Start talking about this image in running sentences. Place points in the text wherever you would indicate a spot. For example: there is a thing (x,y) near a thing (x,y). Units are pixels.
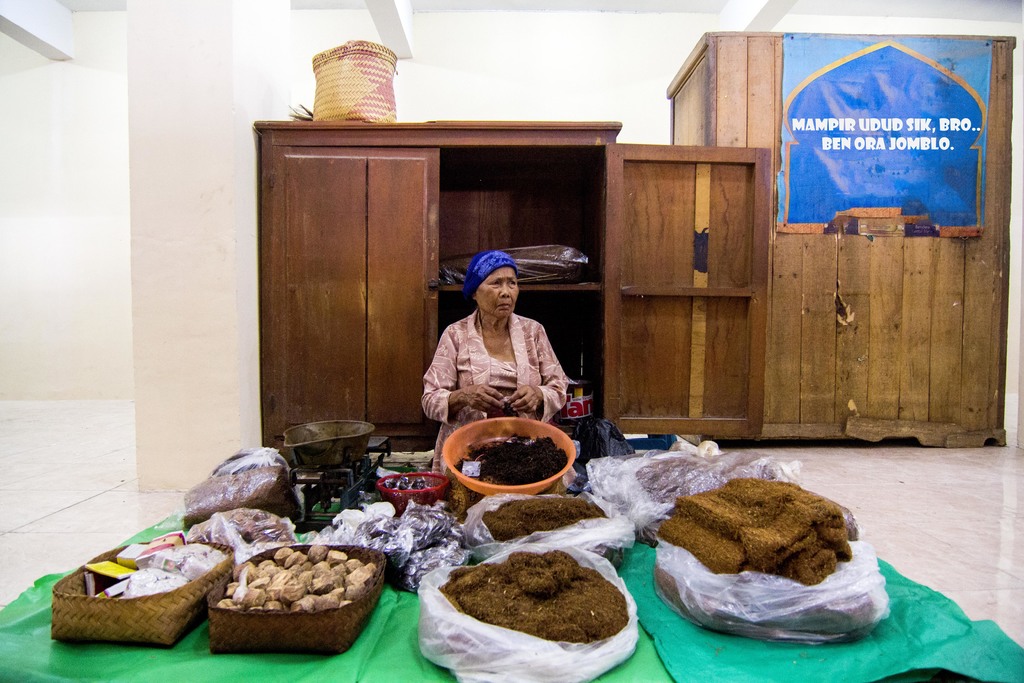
In the middle of the image (502,353) we can see a woman (512,358), in front of her we can see a weighing machine (324,456) and few things (333,562) in the baskets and covers (638,498), behind to her we can see cupboards (384,228), and we can find a basket (385,90) on the cupboard (440,136), and also we can see a poster (868,124).
